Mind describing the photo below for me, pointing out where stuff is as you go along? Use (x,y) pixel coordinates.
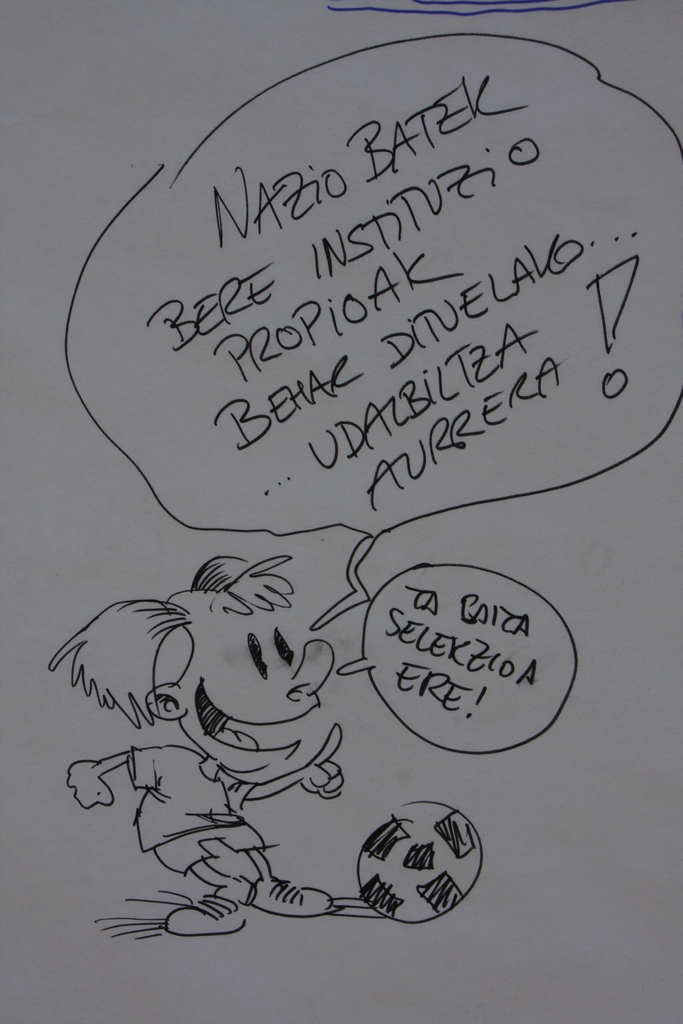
In this image we can see a paper (261,687) and on the paper (312,743) we can see the drawing (268,879) of a ball (405,864) and also a person (218,799). We can also see the text (458,438).
